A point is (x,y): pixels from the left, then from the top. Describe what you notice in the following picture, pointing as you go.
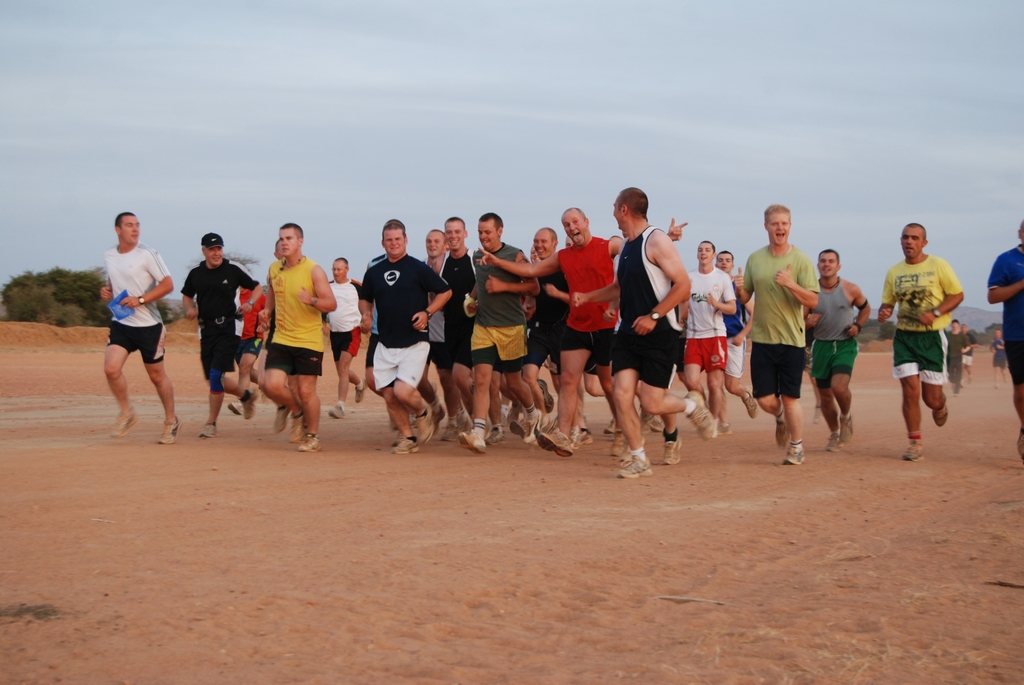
In the picture I can see these people (376,319) wearing T-shirts (831,331), shoes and socks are running on the sand (483,535). In the background (56,277), I can see trees (886,336), hills (979,323) and the plain sky (439,111).
